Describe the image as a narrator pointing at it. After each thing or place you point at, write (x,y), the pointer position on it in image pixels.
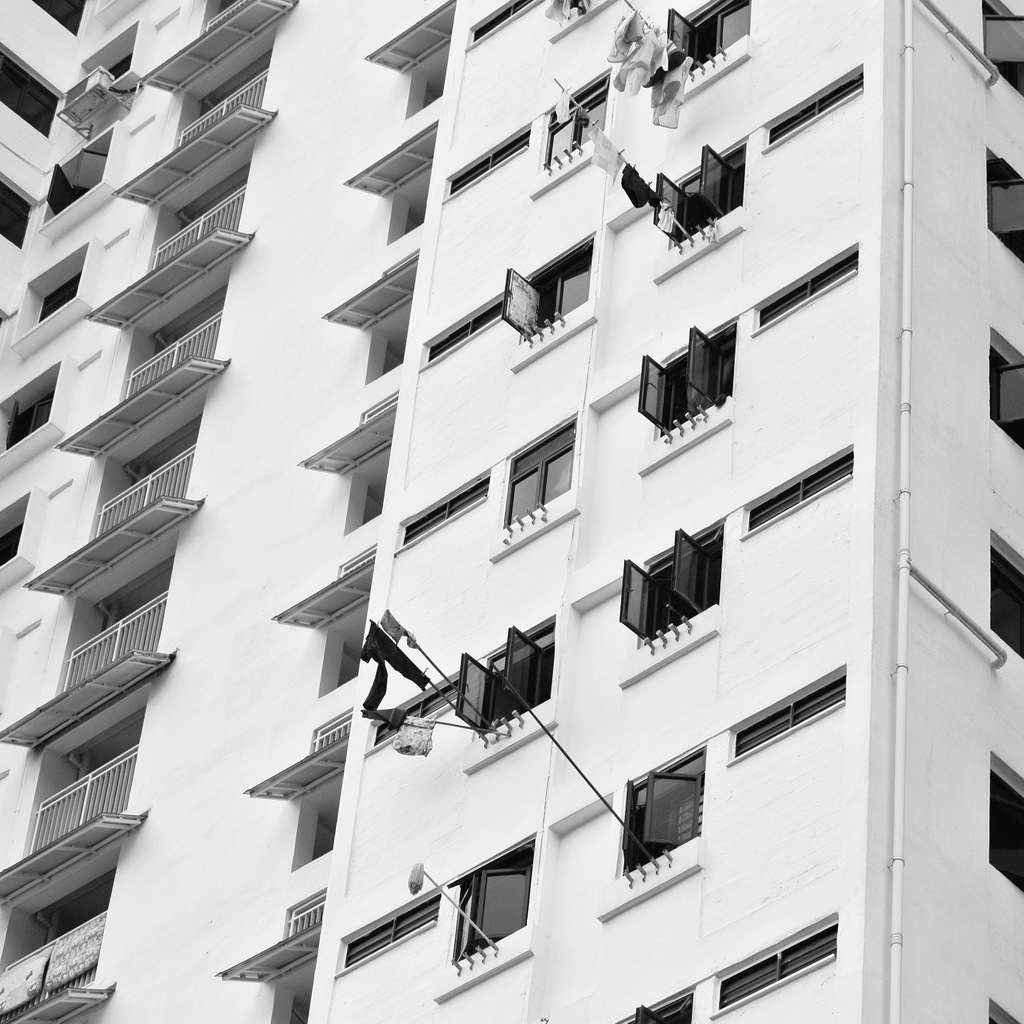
In this picture there is a building (580,389) and there are few glass windows (628,605) opened and there are few clothes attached to a pole (423,652).
